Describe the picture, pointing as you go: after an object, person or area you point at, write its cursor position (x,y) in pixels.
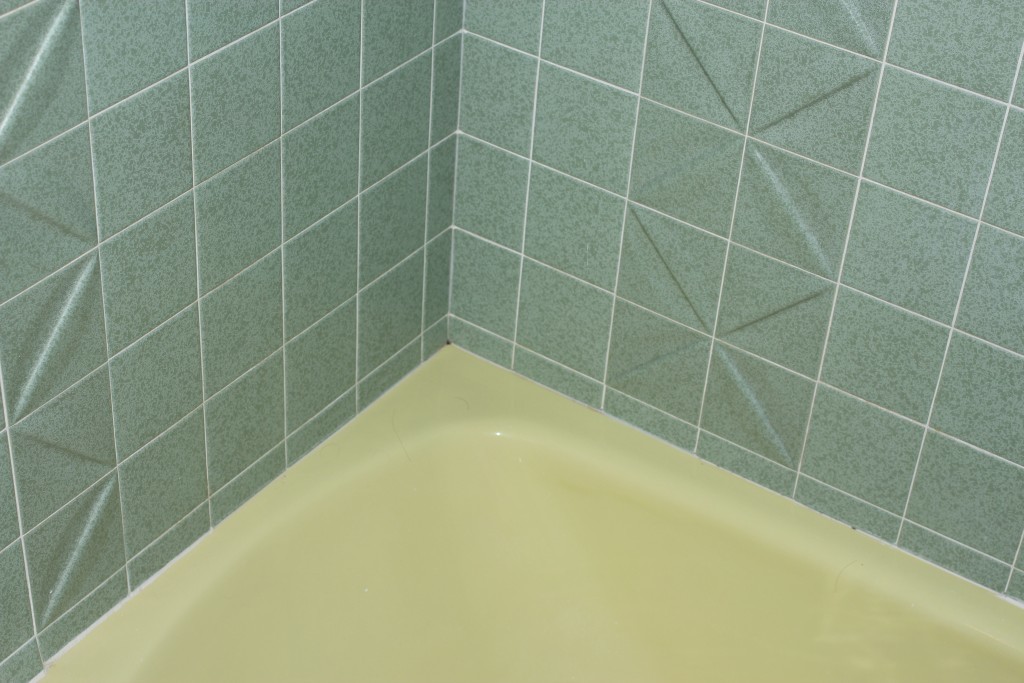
In this picture we can able to see cream color tub (451,454) and a wall (757,317) with green color tiles (793,158).
